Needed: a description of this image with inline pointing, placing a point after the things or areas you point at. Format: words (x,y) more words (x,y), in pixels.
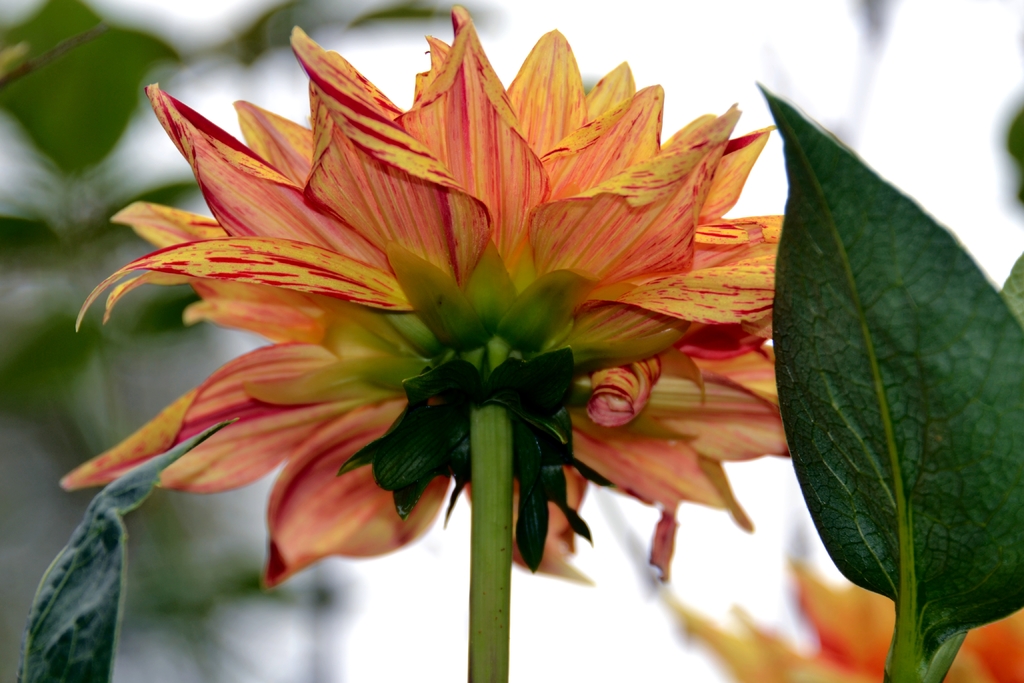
This image consists of a flower (614,433) in orange color. To the right (933,438), there is a leaf (929,537). The background (343,608) is blurred.
